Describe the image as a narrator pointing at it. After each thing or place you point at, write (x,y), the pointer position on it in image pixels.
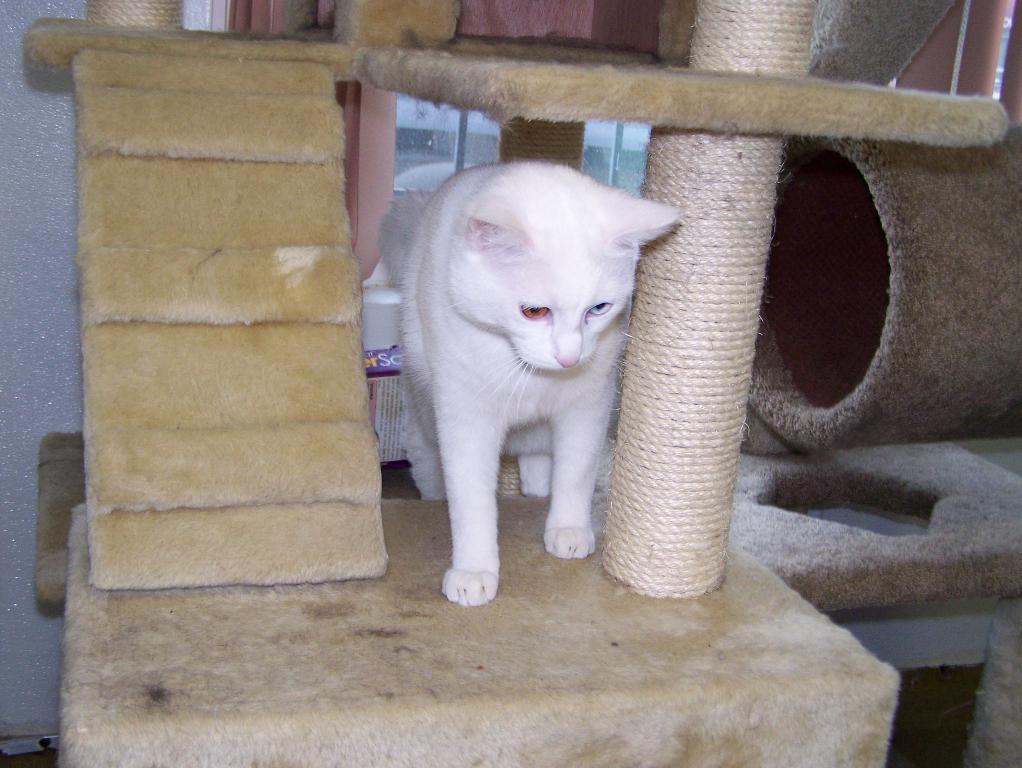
In this image there is a cat (407,324) on the cat house (314,463). On the right side of the image (774,425) there are some objects (834,424). In the background of the image (638,155) there is a glass window (621,154).
